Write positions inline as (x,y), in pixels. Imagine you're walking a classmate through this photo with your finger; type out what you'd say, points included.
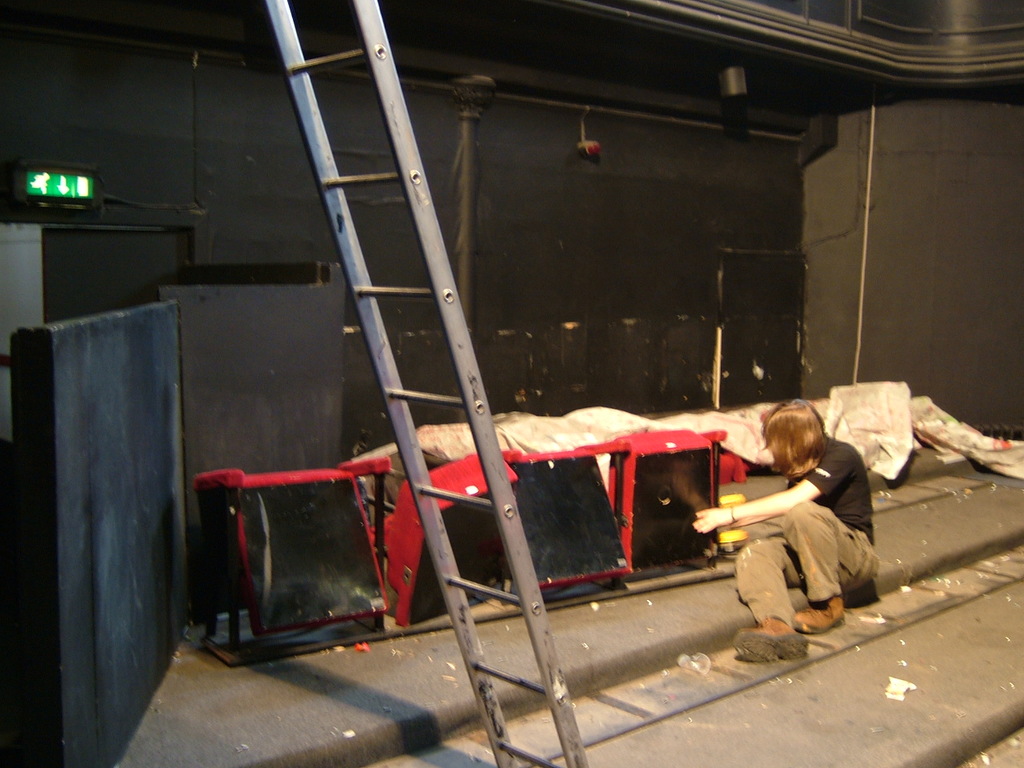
In this image we can see a person (811,556) sitting on the floor (856,620), also we can see a ladder (481,697), signboard (53,196) and some other objects (542,587), in the background (608,258), we can see the wall (608,258).
